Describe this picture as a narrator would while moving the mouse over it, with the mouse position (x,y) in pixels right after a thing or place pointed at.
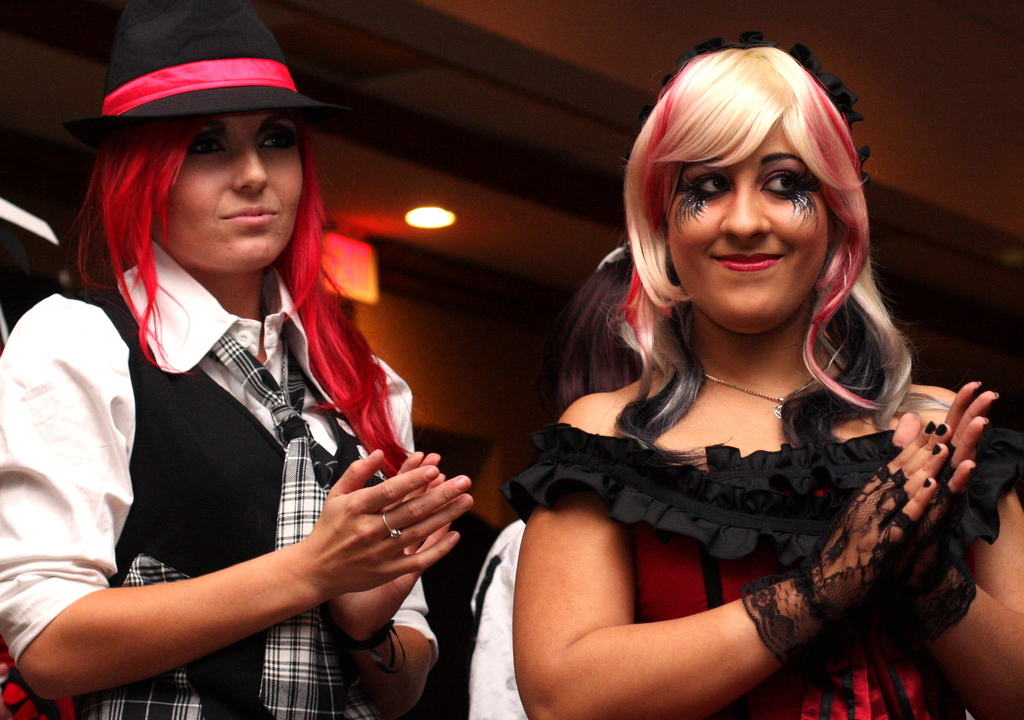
In this image there are two ladies (538,566) wearing costumes (635,488), at the top (433,215) there is a light (416,215).
